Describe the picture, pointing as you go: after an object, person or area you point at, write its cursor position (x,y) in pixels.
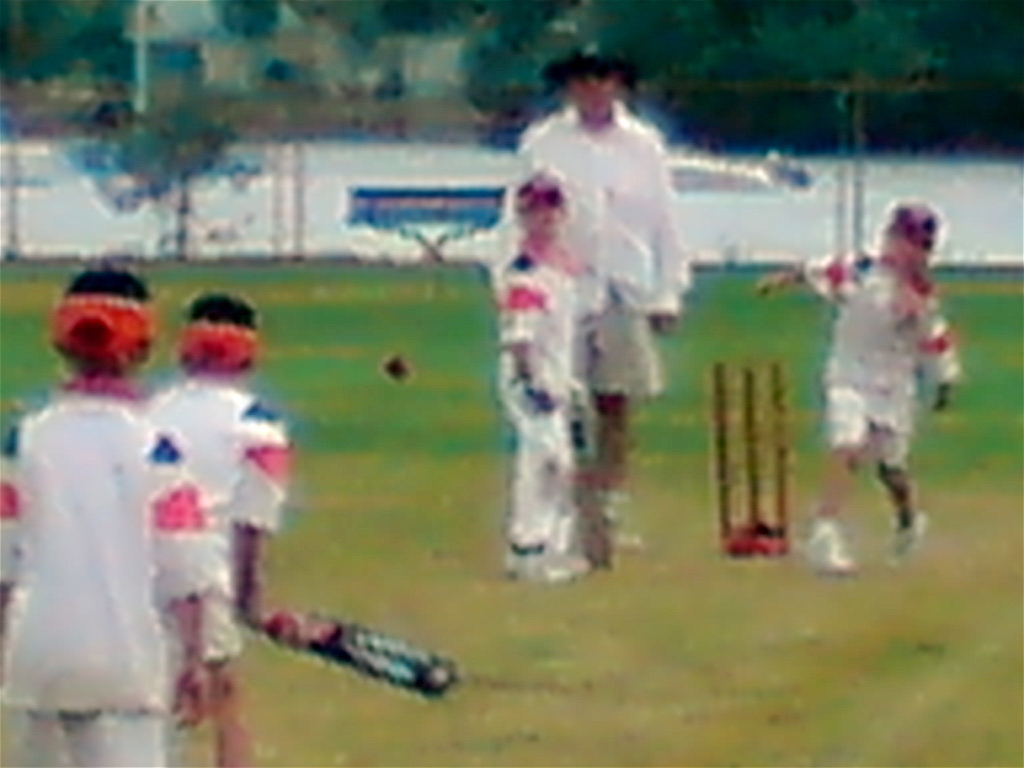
In this picture I can see four boys (76,544) who are playing the cricket. Beside the bowler (851,354) there is an umpire (590,94) who is standing near to the wickets (750,438). In the back (395,254) I can see the ground (494,334), wall (482,243), trees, plants (544,39) and grass (680,354). In the top left corner (201,73) I can see the blur image.
